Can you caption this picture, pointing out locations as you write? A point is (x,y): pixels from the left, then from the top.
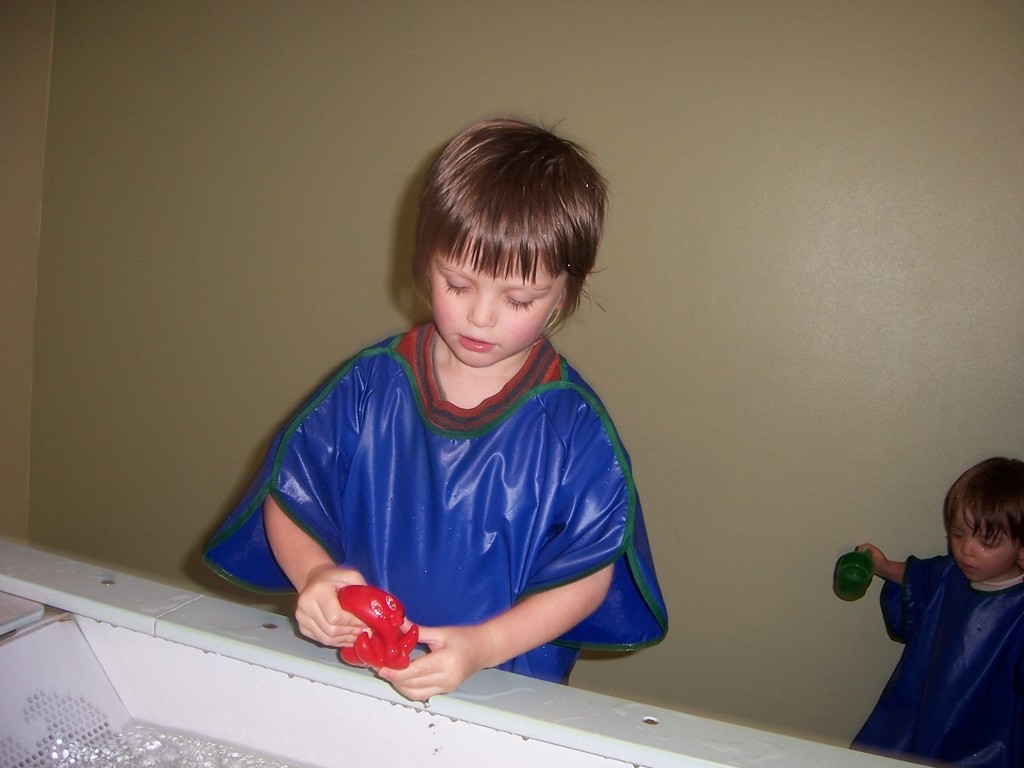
In this image we can see two children (962,594). We can see a red color toy (375,630) in the hands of a child (407,550). At the bottom of the image (255,686), we can see a boundary (537,734). In the background (215,302), we can see the wall (817,356). We can see some white color objects (135,745) in the left bottom of the image (137,763).
